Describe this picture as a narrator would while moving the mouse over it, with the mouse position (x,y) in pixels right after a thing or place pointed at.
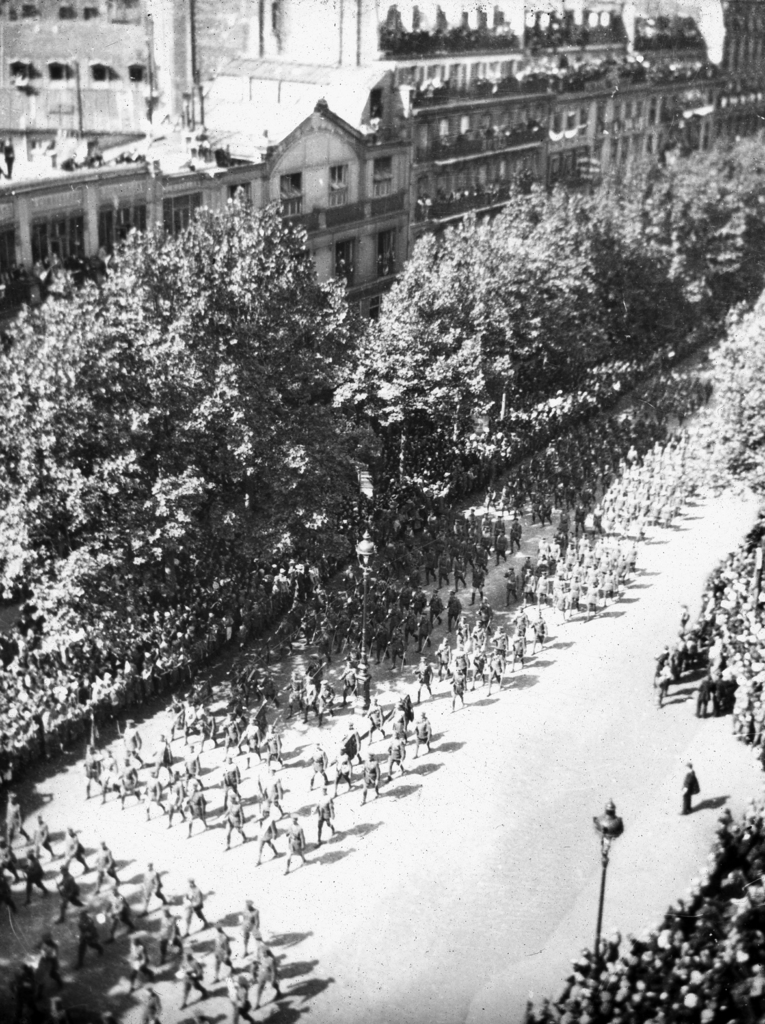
In this picture there are buildings (638,170) and trees (565,320) and there are group of people (587,569) walking on the road (390,789) and there are group of people (685,642) standing and there are street lights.
